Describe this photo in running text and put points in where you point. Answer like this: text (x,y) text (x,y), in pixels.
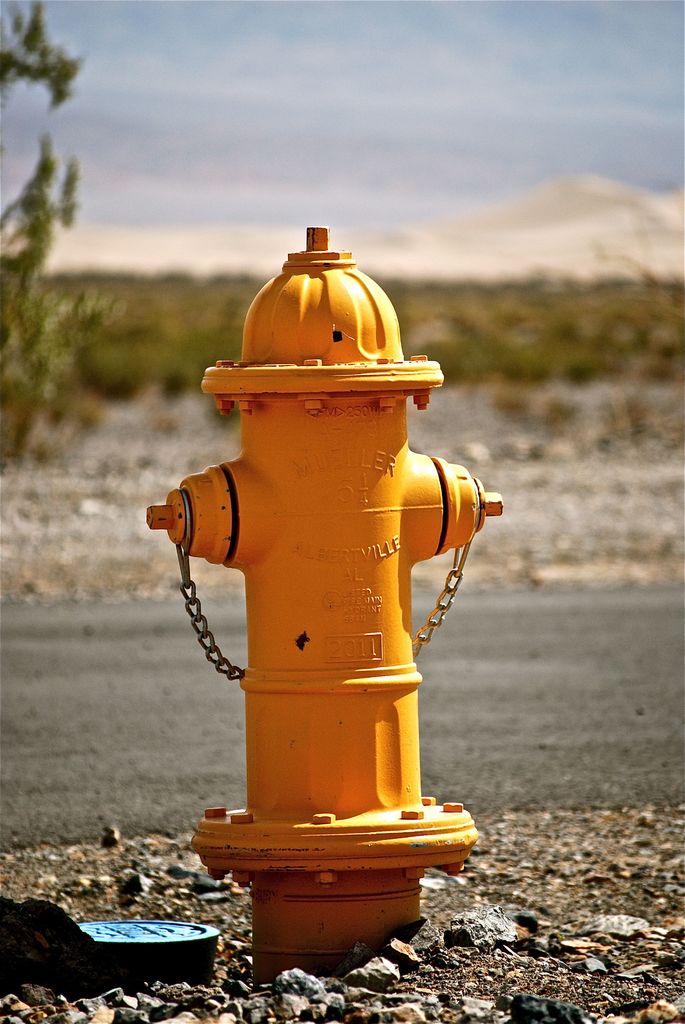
In this picture we can see a yellow fire hydrant (331,857) on the path (174,1016) and behind the fire hydrant (310,475) there is a path (616,685), trees (12,330) and a sky (524,157).
